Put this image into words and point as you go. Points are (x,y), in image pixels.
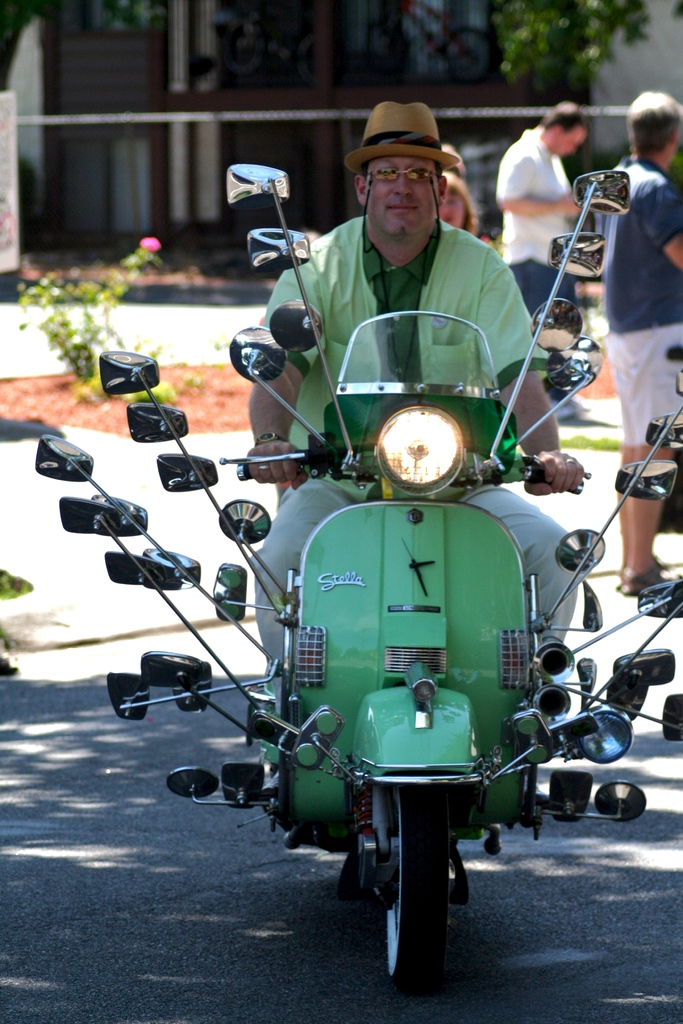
In this image I can see a person (541,593) riding a vehicle (460,612), the vehicle (474,632) is in green color and the person (495,333) is wearing green shirt (492,319), white pant (528,558). Background (530,156) I can see few other persons (562,173) standing, a flower (150,243) in pink color and plants (544,45) in green color.
